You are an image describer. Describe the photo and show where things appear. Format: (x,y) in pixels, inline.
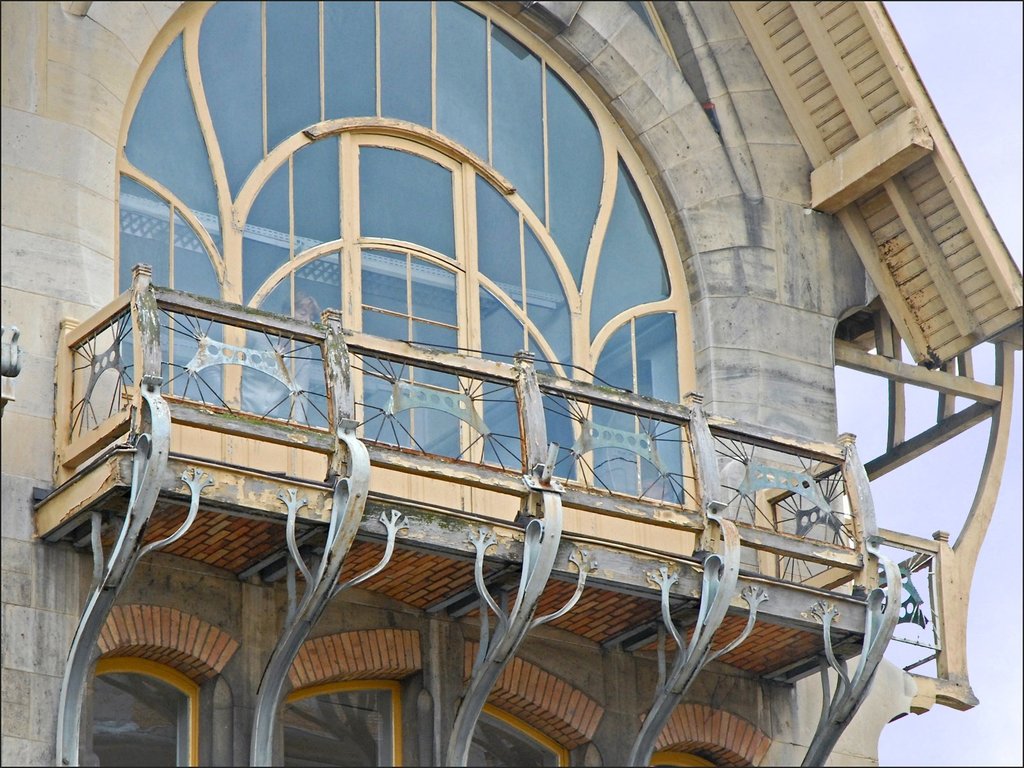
This is a picture of the villa (418,298). In the middle of the picture (538,414), we see a railing (292,377). Beside that, we see glass (284,259). In the right top of the picture (961,87), we see the sky (981,99).
